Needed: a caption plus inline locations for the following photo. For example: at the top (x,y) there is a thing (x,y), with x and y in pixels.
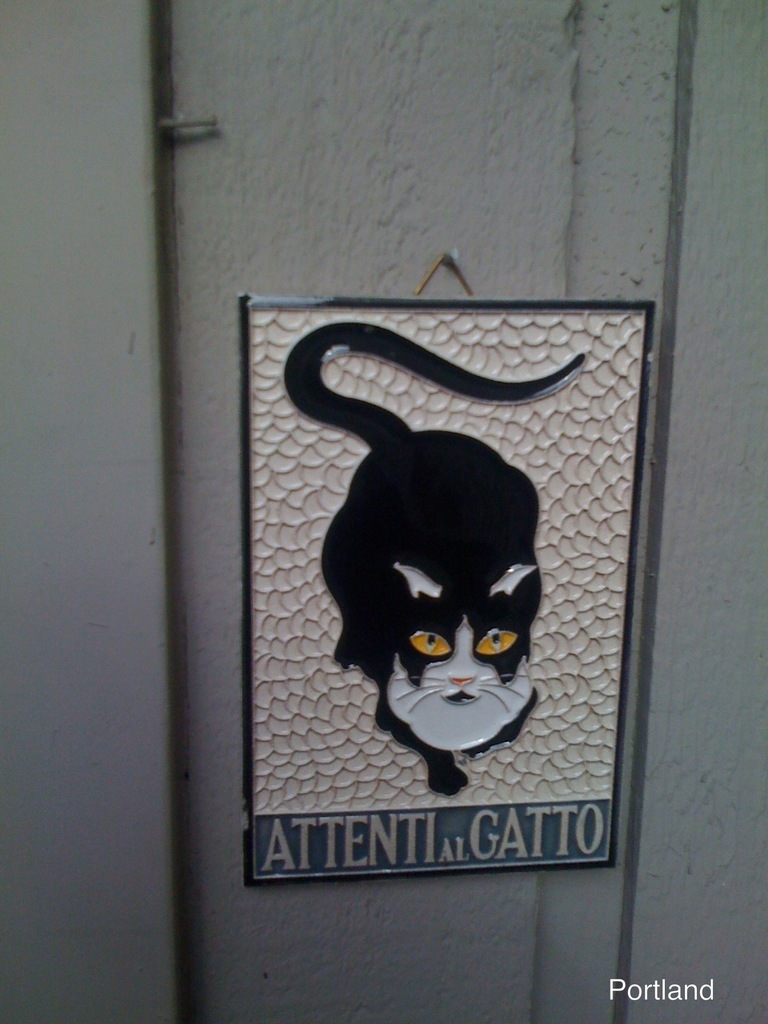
In this picture we can see board (533,324) on the wall (490,258), on the board (433,446) we can see a cat (419,452) and text (529,846). In the bottom right side of the image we can see text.
